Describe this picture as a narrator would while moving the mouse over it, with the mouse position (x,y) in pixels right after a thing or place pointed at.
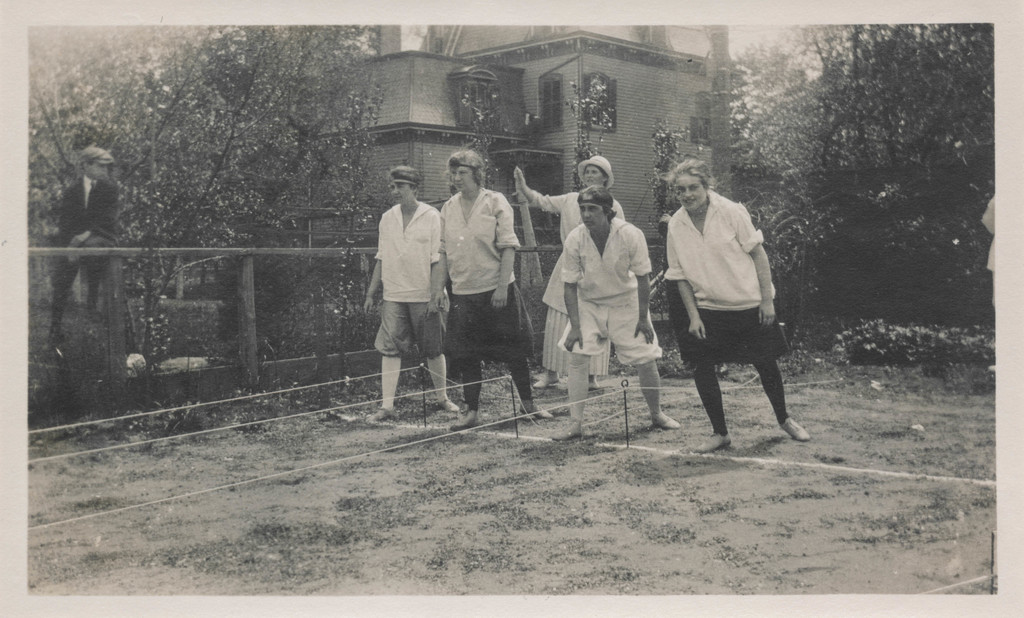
In this image there are people (452,239) standing. On the left side (114,202) a boy (111,185) is sitting. There is sand (444,530). There are trees (42,134). There is a building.
